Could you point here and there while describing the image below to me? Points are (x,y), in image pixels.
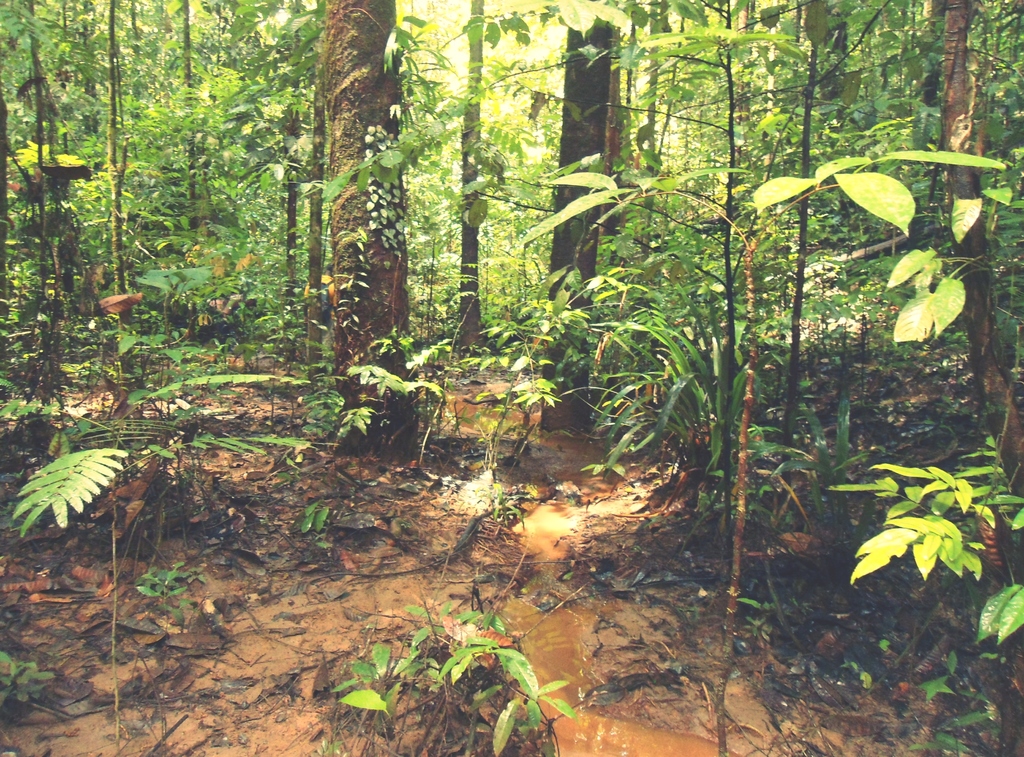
In this picture I can see few trees (580,373) and water (565,542) flowing and I can see few plants (479,702) on the ground (219,607).
